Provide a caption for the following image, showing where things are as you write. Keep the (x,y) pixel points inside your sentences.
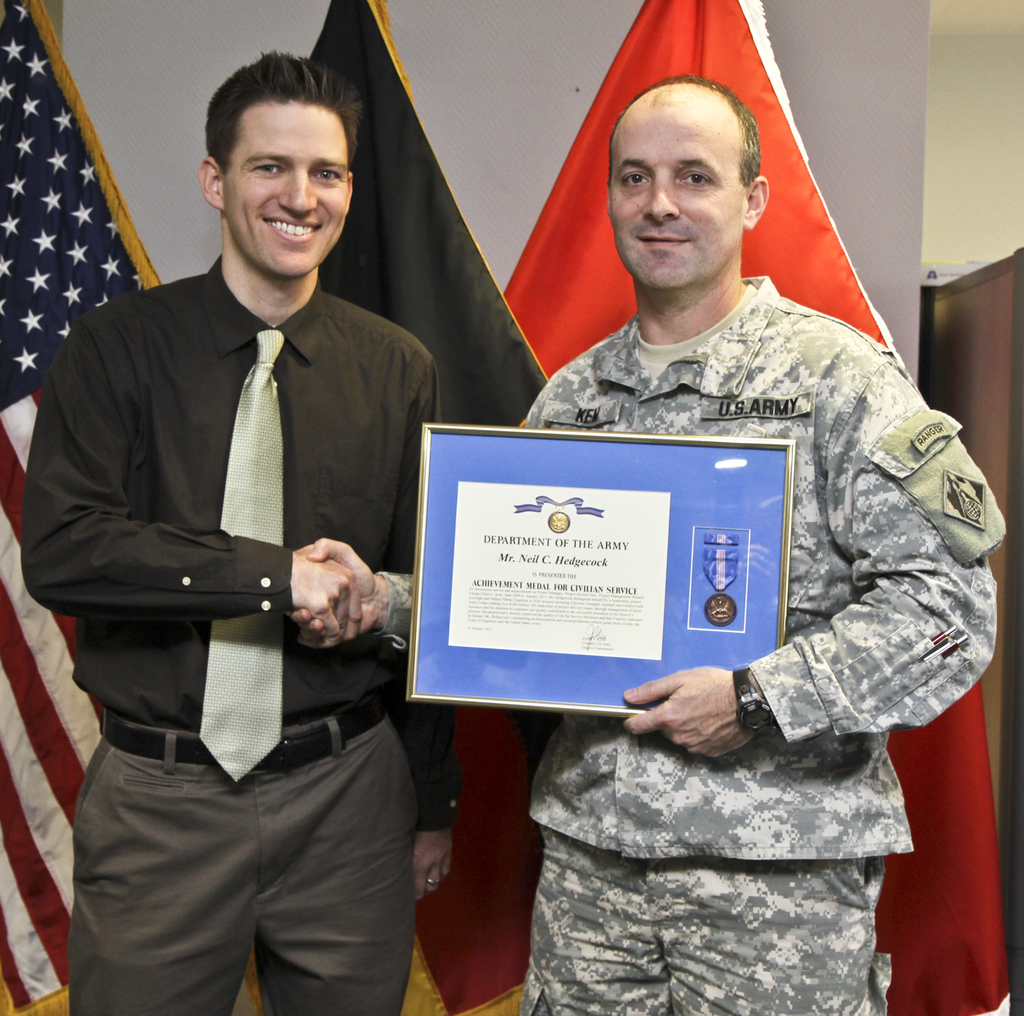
In this image there is a person (240,455) wearing a black shirt (194,463) and tie (255,432). He is standing. He is shaking the hand (370,585) of a person (873,530). He is holding a framed certificate (685,547). Behind them there are flags (376,307). Background (894,268) there is a wall (881,262).
